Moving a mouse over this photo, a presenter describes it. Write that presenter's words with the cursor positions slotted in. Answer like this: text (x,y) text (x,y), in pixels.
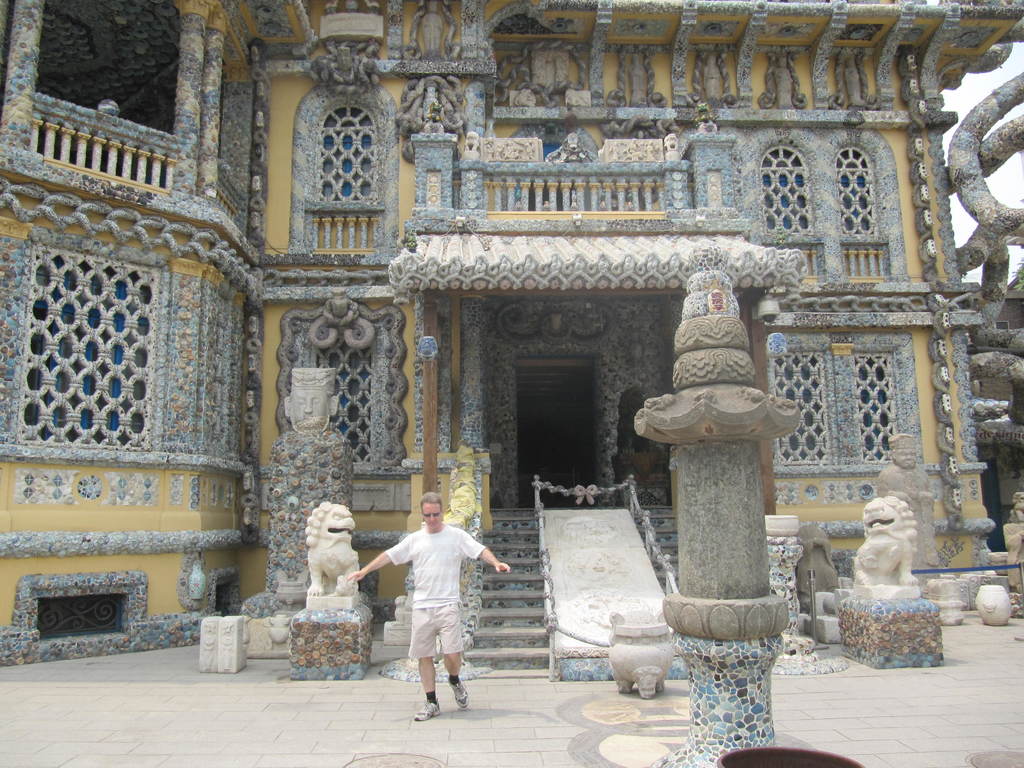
In this picture we can see a person (463,533) on the path (249,702). There are sculptures (355,638) and a building (576,320) is visible in the background (546,454). In this building (534,105) we can see a few niches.
